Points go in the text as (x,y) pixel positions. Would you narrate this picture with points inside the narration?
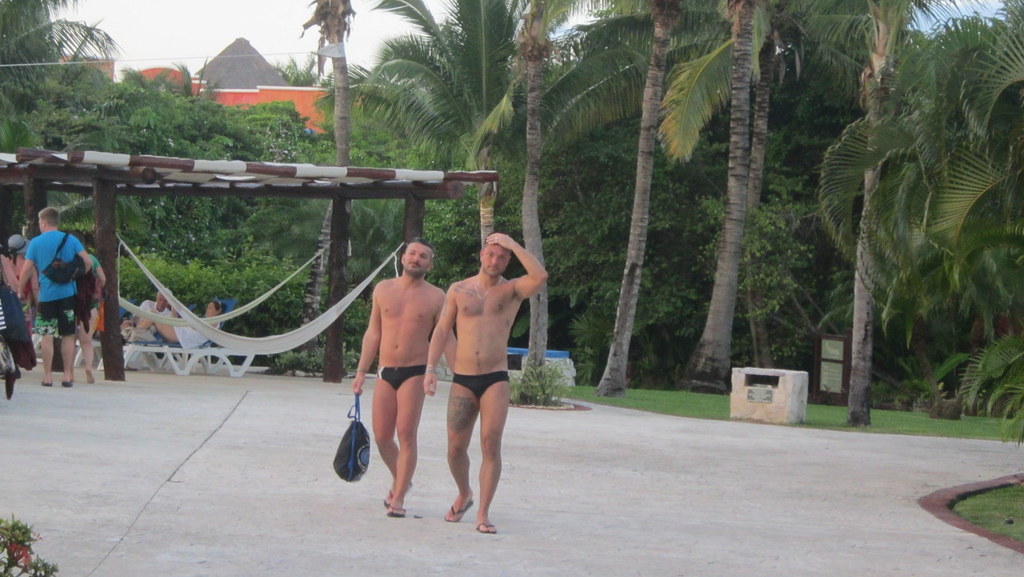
In this picture I can see few people (493,316) walking and a man (426,310) holding bag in his hand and I can see another man (70,314) wearing a bag (64,278). I can see trees (489,99), building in the back (271,68) and a cloudy sky (272,60) and I can see few people (174,336) sitting in the chairs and couple of hammocks (214,317).
